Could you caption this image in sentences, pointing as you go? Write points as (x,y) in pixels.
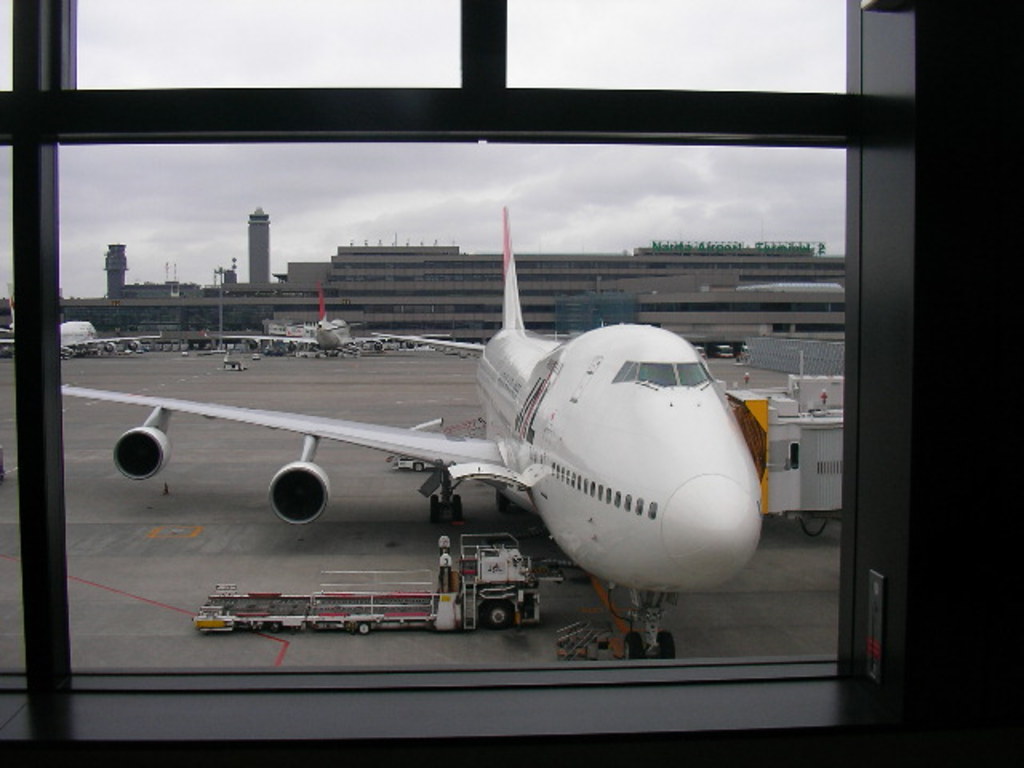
In this picture we can see airplanes (458,346), there is a truck (488,559) at the bottom (480,586), in the background (707,313) there are buildings (612,313), we can see the sky (382,28) at the top of the picture (354,49).
